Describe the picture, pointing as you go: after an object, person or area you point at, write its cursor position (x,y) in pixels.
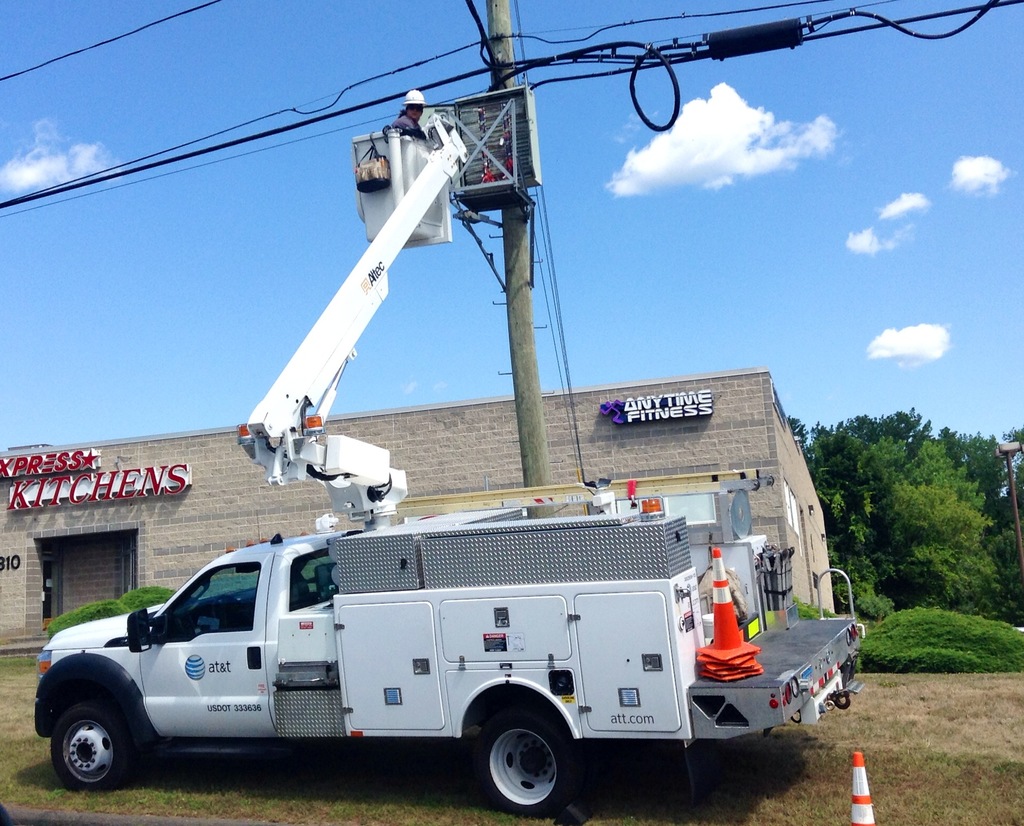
In this image we can see crane (272,430), vehicle (526,592), trees (852,541), grass (1013,684) and we can also see a house (250,488) with some text (42,461).
